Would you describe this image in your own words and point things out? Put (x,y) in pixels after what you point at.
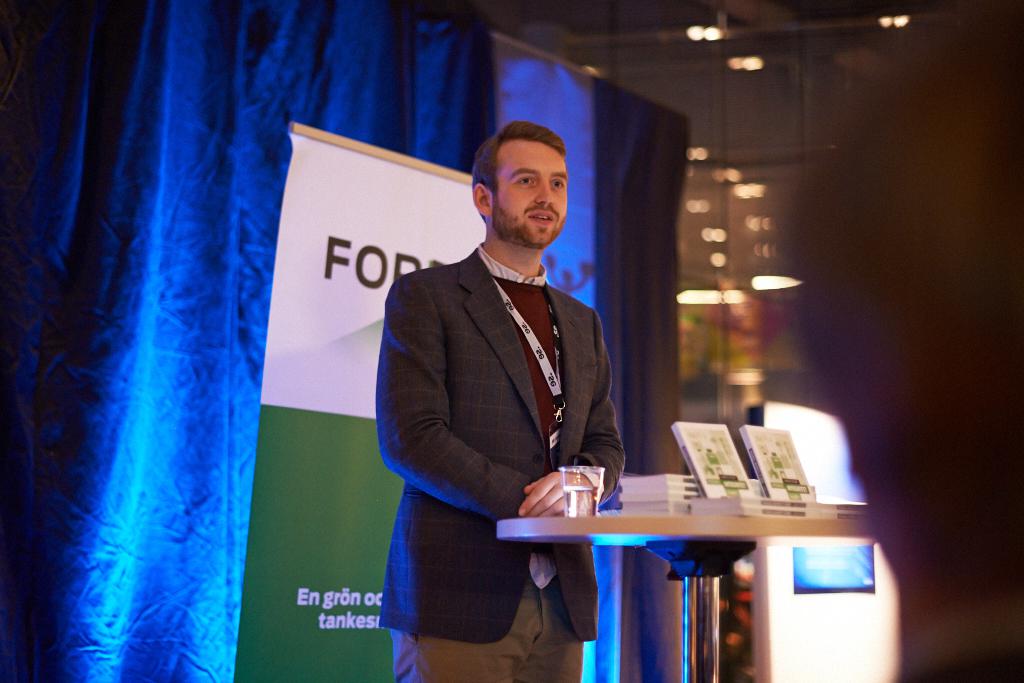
This is the picture of a man (484,458) standing on a stage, in front of the man (511,572) there is a table (646,531) on the table (671,525) there are glass (595,487) and books (736,490). Behind the man (511,428) there is a banner (318,415) and a blue curtain (156,330) and there are ceiling lights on the top (756,63).
